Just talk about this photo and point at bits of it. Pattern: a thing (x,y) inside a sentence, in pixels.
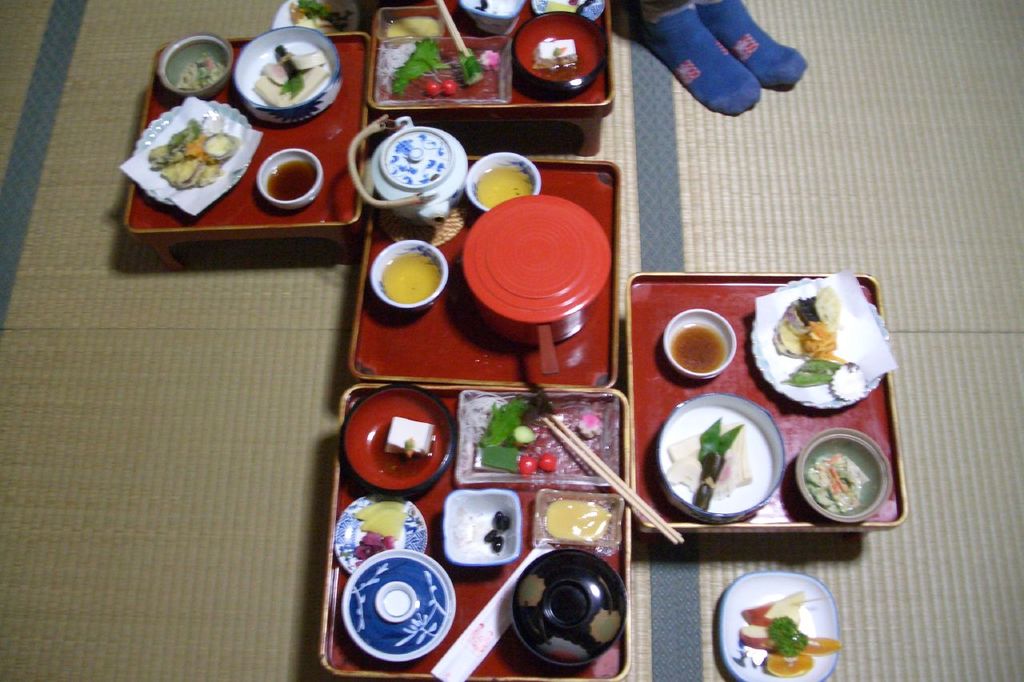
In this i can see on the floor (159,461) there are the group of plates (231,232) kept on the floor (633,220) and on the plate (719,278) there are the bowls (758,424) and there are the some trays (538,506) and there are some food items (484,534) kept on the bowls (458,560).
